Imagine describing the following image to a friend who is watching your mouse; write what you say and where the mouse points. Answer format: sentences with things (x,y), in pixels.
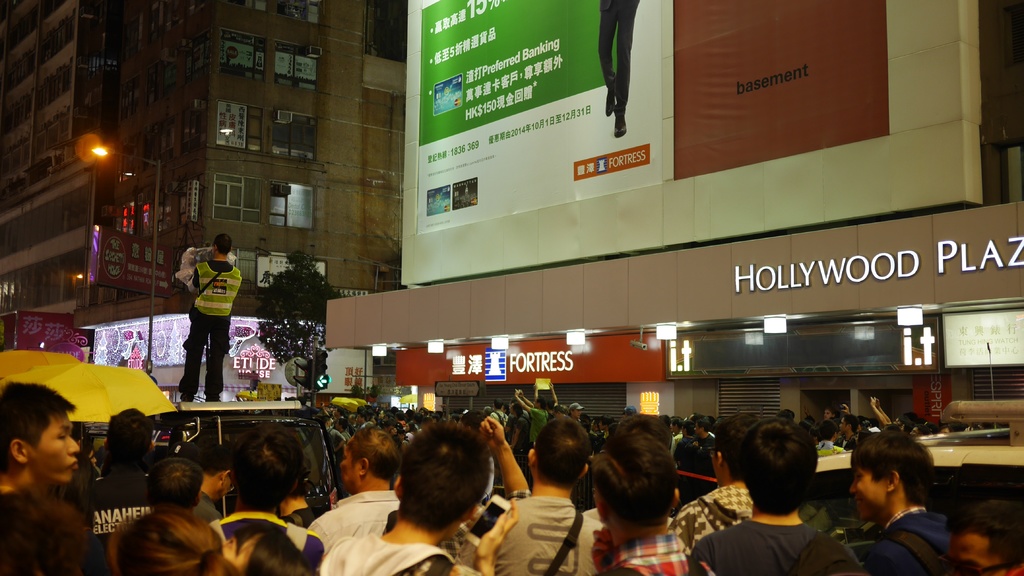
In this picture I can see there is a man (195,388) standing on a surface (245,411) and there are few umbrellas (93,375), banners (106,355) on the buildings (87,327), there is a huge crowd of people (606,440) and there are few trees (298,300) and lights (317,367).
